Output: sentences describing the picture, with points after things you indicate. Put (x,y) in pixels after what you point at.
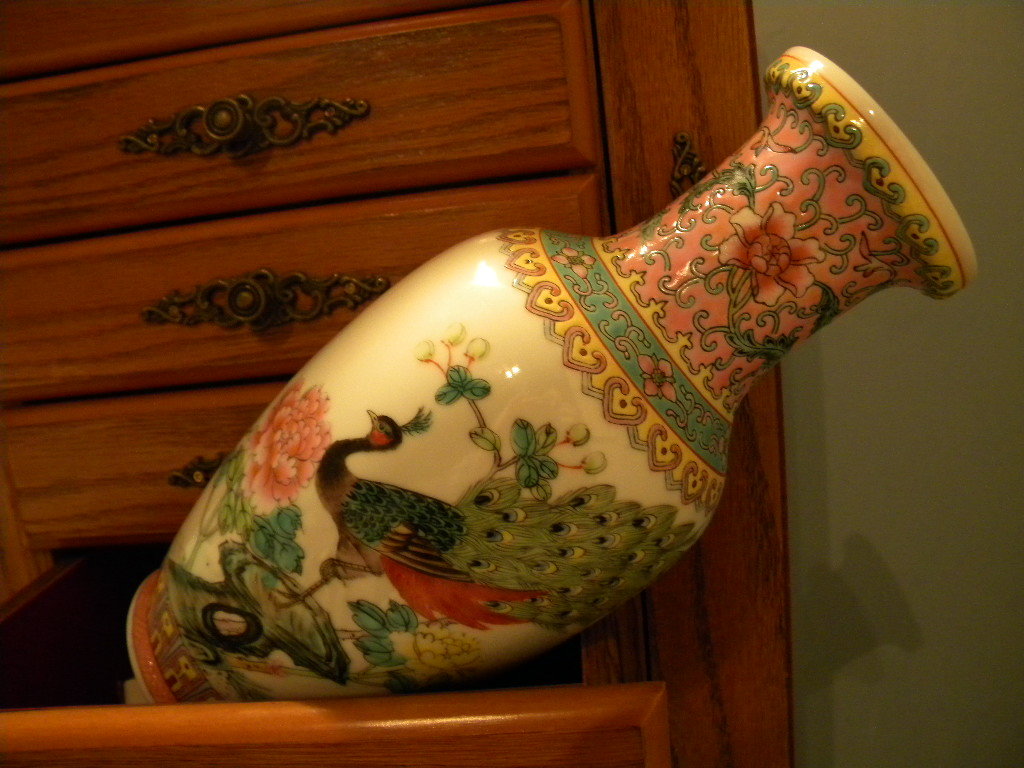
In the picture we can see a wooden drawers (706,564) and one drawer (67,597) is opened in that we can see a flower pot (331,615) with some designs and some paintings (237,607) of a peacock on it, and beside it we can see a wall (826,428).
